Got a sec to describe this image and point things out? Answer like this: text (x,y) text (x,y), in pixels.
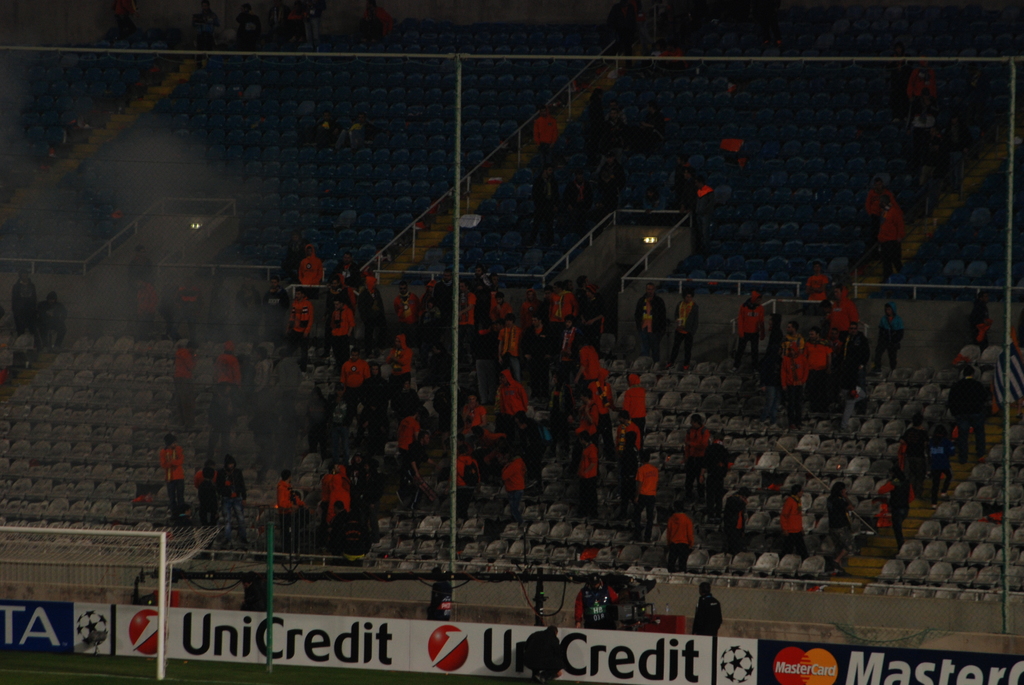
At the bottom of this image (538,658), there is a person (552,651) squatting on the ground (339,684). On the left side (97,537), there is a net (100,549). Beside this net (97,537), there are barricades (631,649) having posters (355,667). In the background (277,313), there are persons (601,308) and there are chairs (61,502) and lights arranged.
